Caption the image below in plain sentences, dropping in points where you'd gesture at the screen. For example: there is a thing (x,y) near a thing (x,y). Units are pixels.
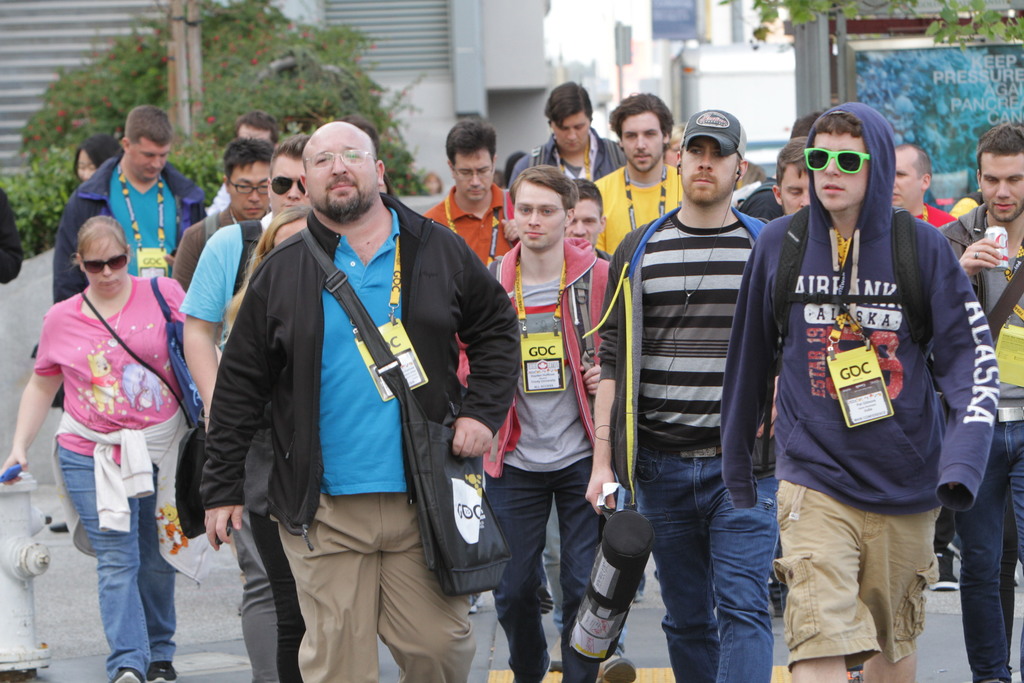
In the image I can see people (433,301) are walking among them some are holding objects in hands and wearing glasses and some other objects (476,456). In the background (184,149) I can see plants (208,151), a tree (205,179), poles (175,95) and some other objects (436,66). On the left side of the image (20,540) I can see a fire hydrant (41,558).
